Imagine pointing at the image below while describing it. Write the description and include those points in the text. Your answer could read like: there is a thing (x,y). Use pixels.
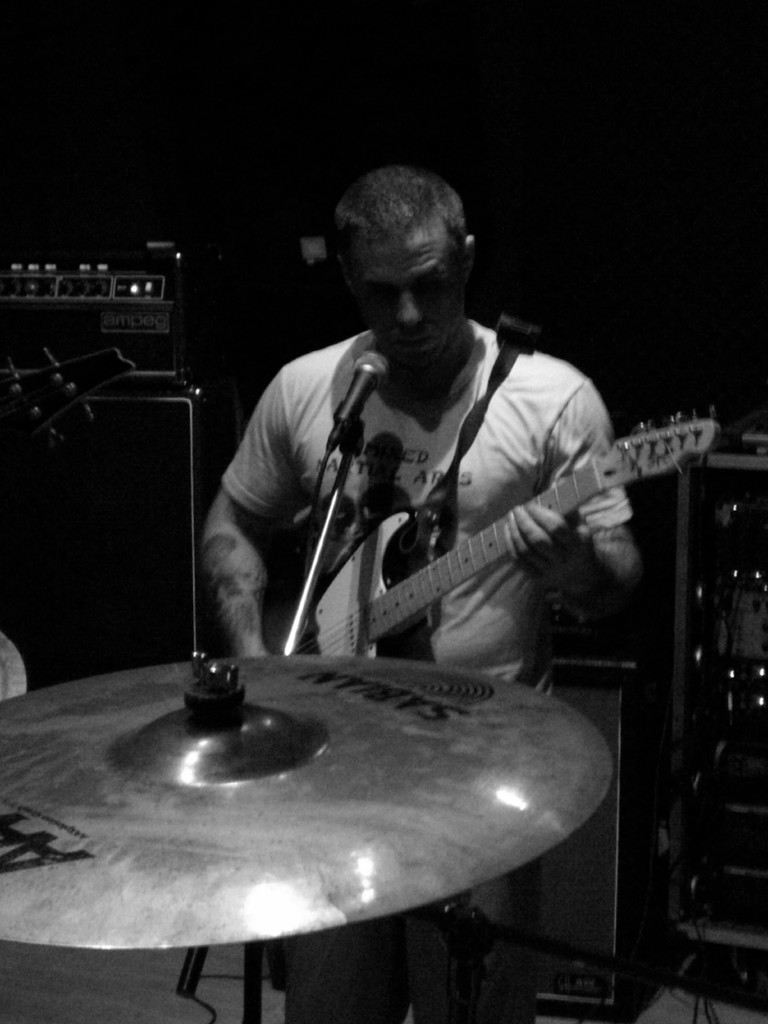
In this image we can see a man (503,615) playing a guitar (488,548). At the bottom (236,930) there is a cymbal (253,889). In the background (180,487) we can see a speaker (186,471) and there is a mic (371,375) placed on the stand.
